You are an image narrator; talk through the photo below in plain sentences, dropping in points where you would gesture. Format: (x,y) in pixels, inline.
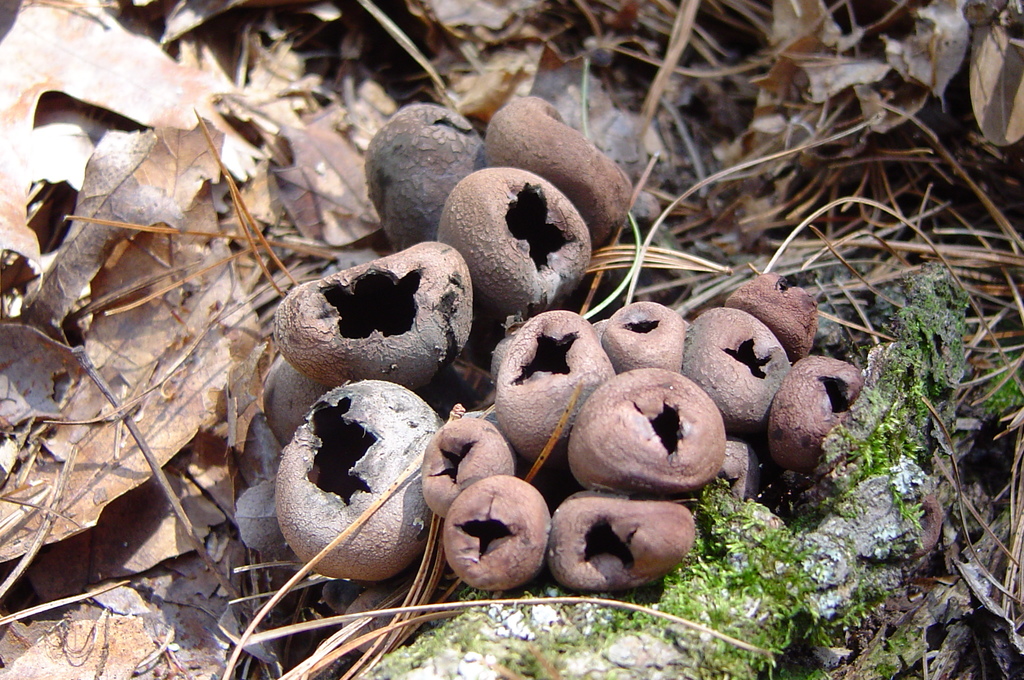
In this image I can see few dry objects (471,247). They have holes (322,433) and they are in brown color. There are dry leaves (196,398).
